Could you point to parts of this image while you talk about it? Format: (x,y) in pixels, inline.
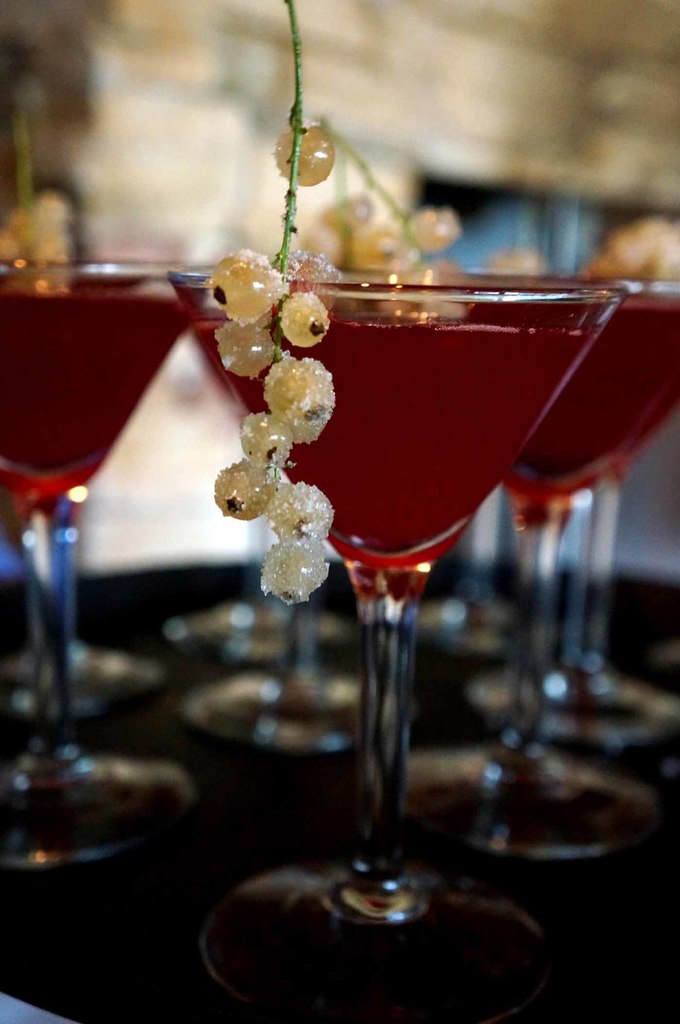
In this image we can see some glasses (391,582) with juice (378,444) and fruits (280,486) which are placed on the table (326,799).
